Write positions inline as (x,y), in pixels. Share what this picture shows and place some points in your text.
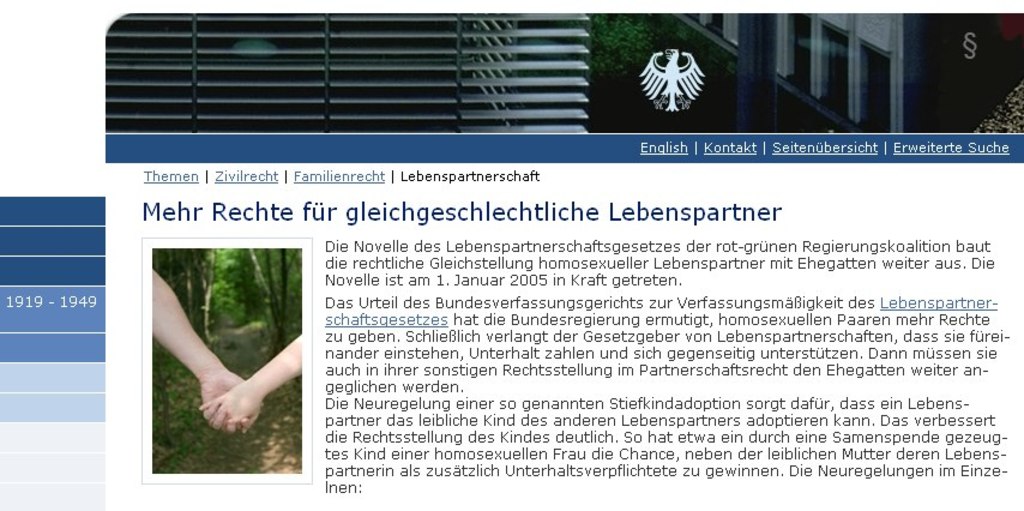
In this image we can see a web page (383,332), in the web page (516,345) we can see some text (508,314).
